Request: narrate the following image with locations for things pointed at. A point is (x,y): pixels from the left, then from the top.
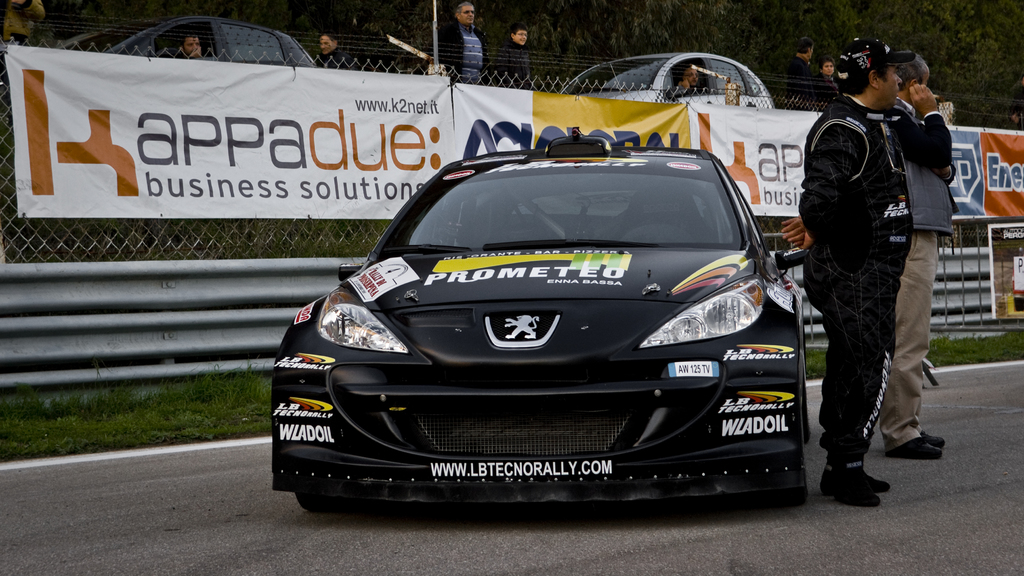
There are two people (922,330) standing and we can see car (750,444) on the road (946,528) and grass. In the background (276,97) we can see people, fence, banners (954,139), cars (231,39) and trees (926,39).
